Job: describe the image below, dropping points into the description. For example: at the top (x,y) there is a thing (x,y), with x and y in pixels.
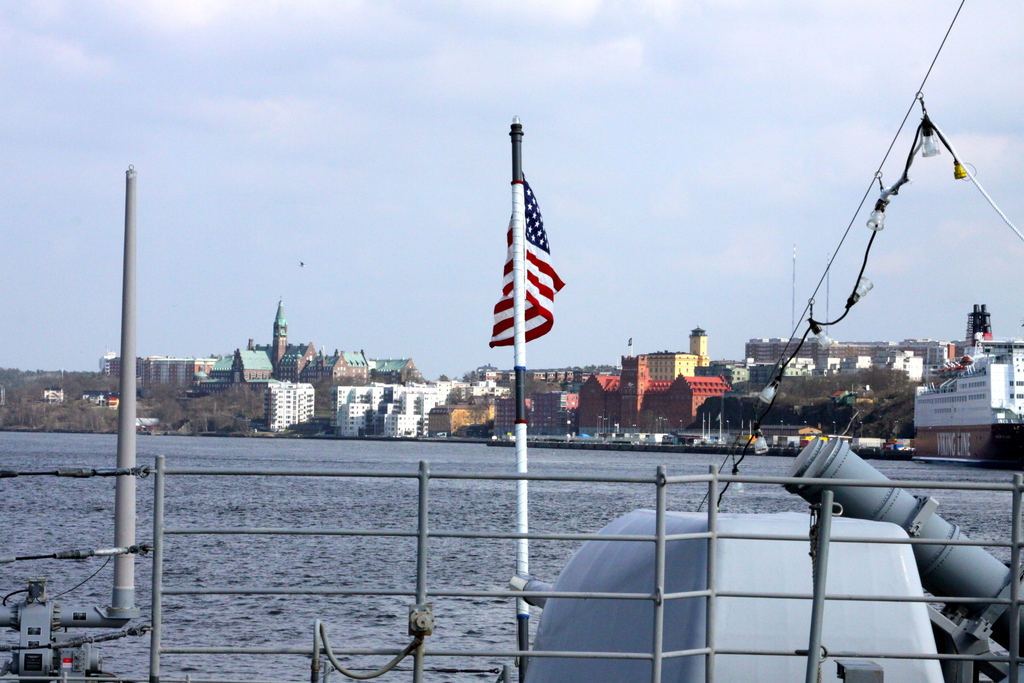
This is the picture of a city (884,445). In the foreground (680,633) there is a ship (721,639) and there is a flag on the ship (481,653). At the back (595,452) there are boats (980,450) on the water (471,454) and there are buildings (616,392), trees (819,406) and poles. At the top (354,53) there is sky (327,99) and there are clouds (442,84). At the bottom (321,547) there is water (368,528).
